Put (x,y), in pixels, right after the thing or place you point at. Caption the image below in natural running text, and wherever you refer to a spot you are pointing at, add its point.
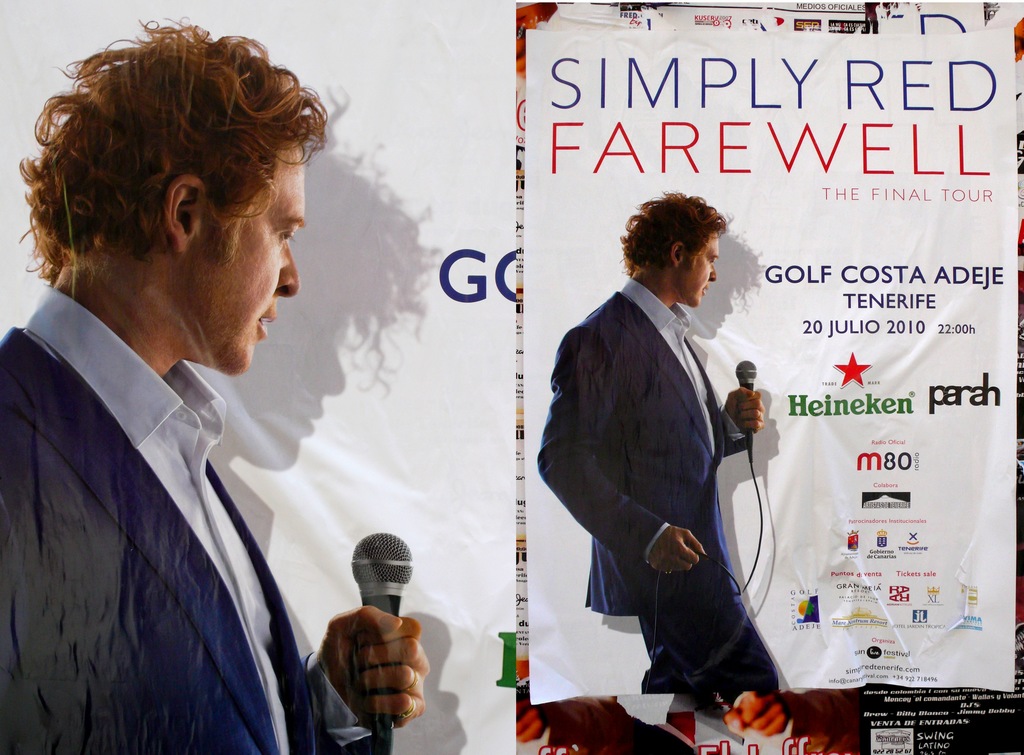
in the picture we can see a poster (282,309), on the poster (529,117) we can see a person (242,582) holding a microphone (408,568) and standing.
